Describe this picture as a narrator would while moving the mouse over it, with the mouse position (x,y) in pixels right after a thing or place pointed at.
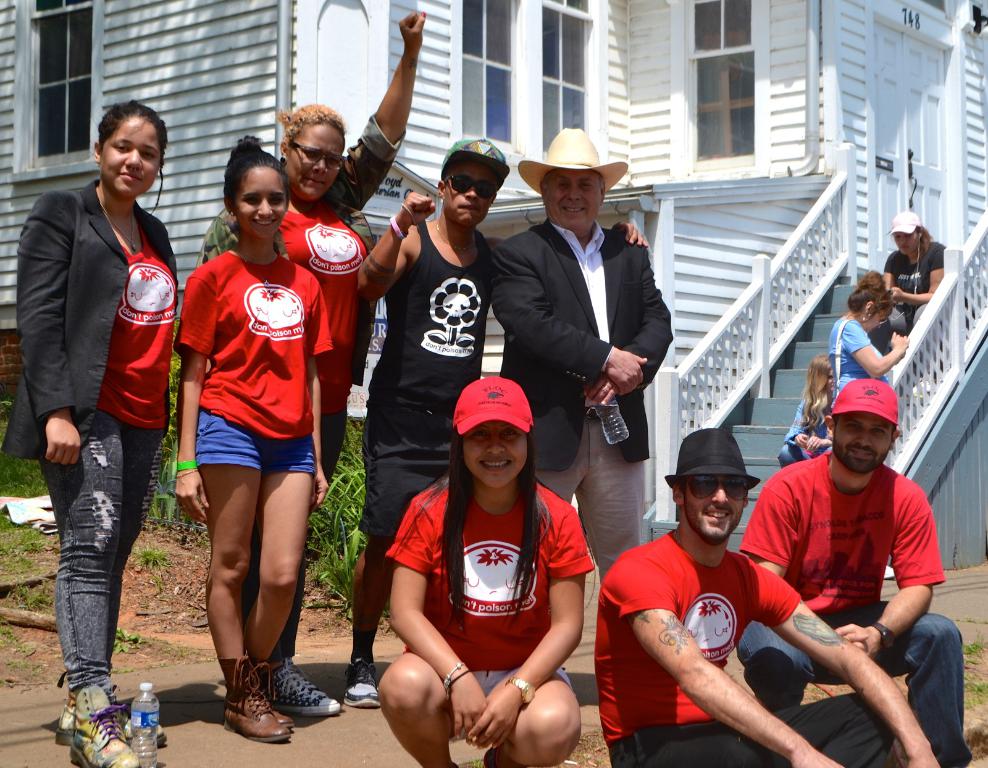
In the image there are a group of people (439,343) in the foreground (229,525), behind them there are plants (347,468) and a house (837,315).
